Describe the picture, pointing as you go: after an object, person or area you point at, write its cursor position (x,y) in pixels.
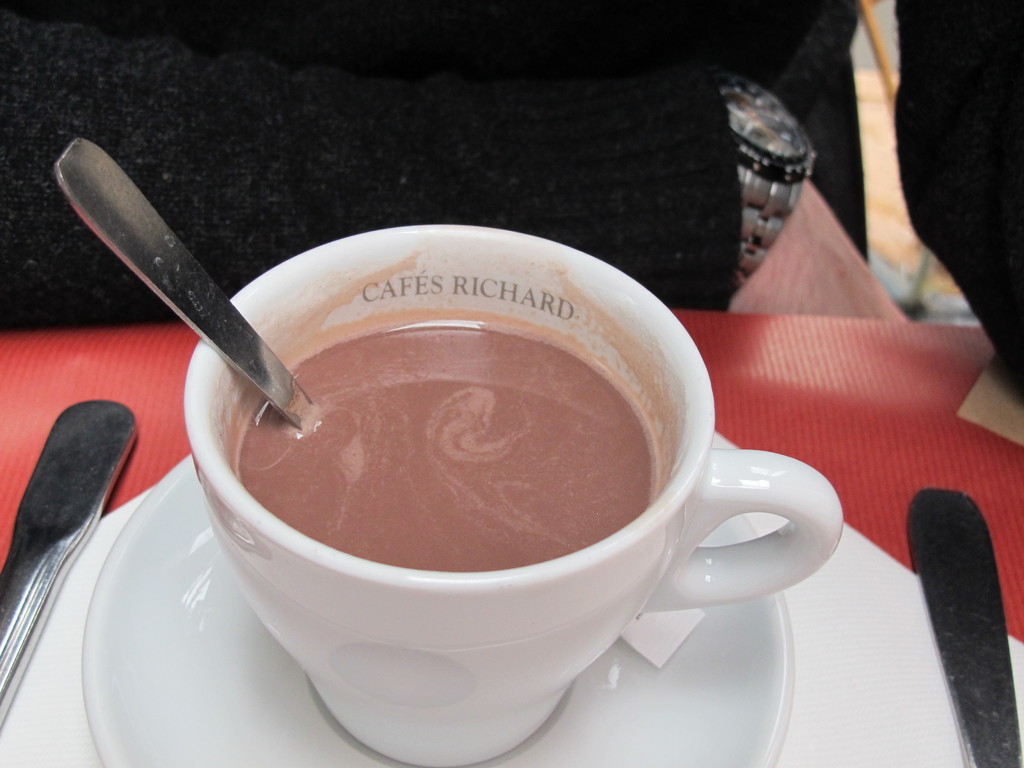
In the foreground (470,666) we can see a cup (562,643) with spoon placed on saucer (279,683) kept on tissue (860,720). In the background (750,202), we can see spoons (83,514) and a person (271,122) wearing a wrist watch (773,212).
